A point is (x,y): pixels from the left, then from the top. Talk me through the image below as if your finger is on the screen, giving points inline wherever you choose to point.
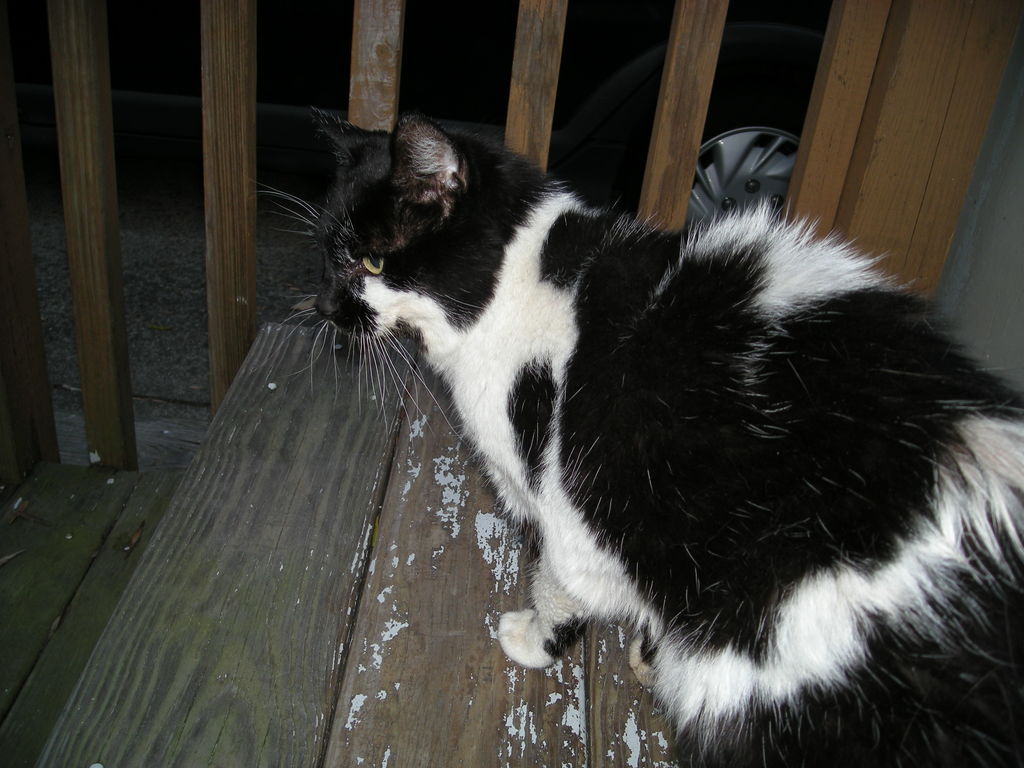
In this picture we can see a wooden staircase (195,761) and an object (786,127). This picture is mainly highlighted with a cat (520,482).
